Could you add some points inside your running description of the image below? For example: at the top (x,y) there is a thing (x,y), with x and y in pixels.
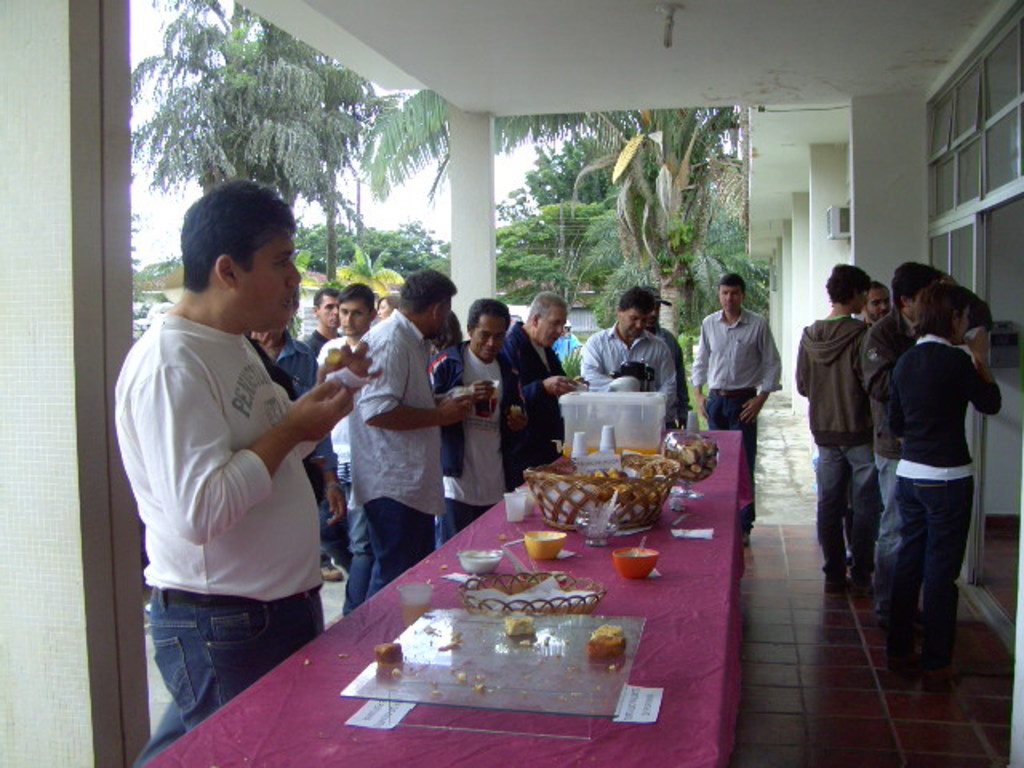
In the image there are many people (535,352) outside the house (757,161) it looks like a party there is a big table (648,556), on the table (696,688) there is a pink cloth (710,661) on that there are some food items (528,634) kept, so the people (328,503) are eating the food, in the background (643,157) there is a building (762,177), some trees (627,165) and sky (510,170).
